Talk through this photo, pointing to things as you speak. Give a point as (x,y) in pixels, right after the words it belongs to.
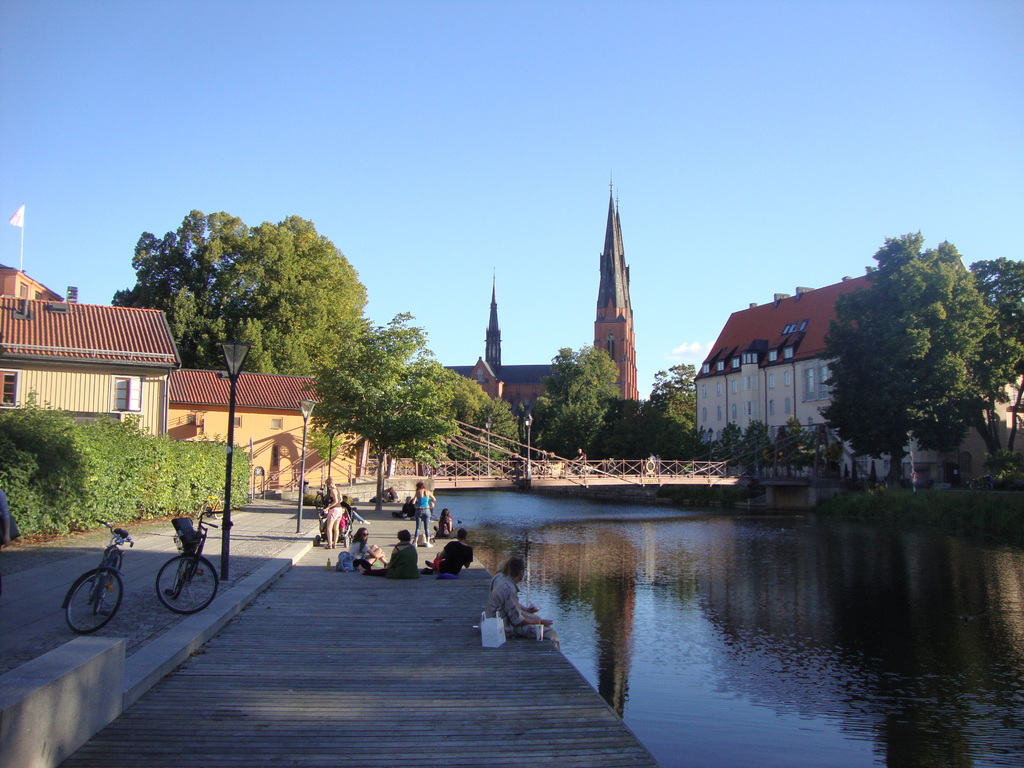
In this picture I can see there is a lake (679,617) here and there are few people (415,555) sitting here and there are some bicycles (104,595) here and there are some buildings (252,449) here and the sky (363,190) is clear.
